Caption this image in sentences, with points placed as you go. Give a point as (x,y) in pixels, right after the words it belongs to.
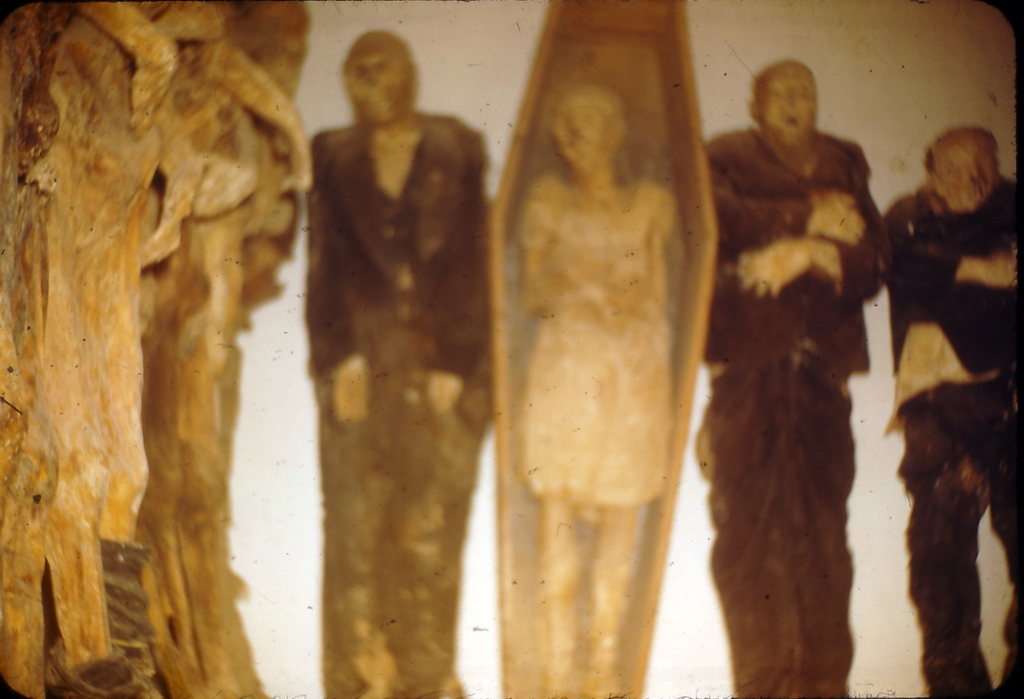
In this image we can see a photo (213,297) where three mummies (432,289) are standing and one lady (637,241) is standing in the box (540,118). Left side of the image (204,304) some mummies (204,304) are there.
